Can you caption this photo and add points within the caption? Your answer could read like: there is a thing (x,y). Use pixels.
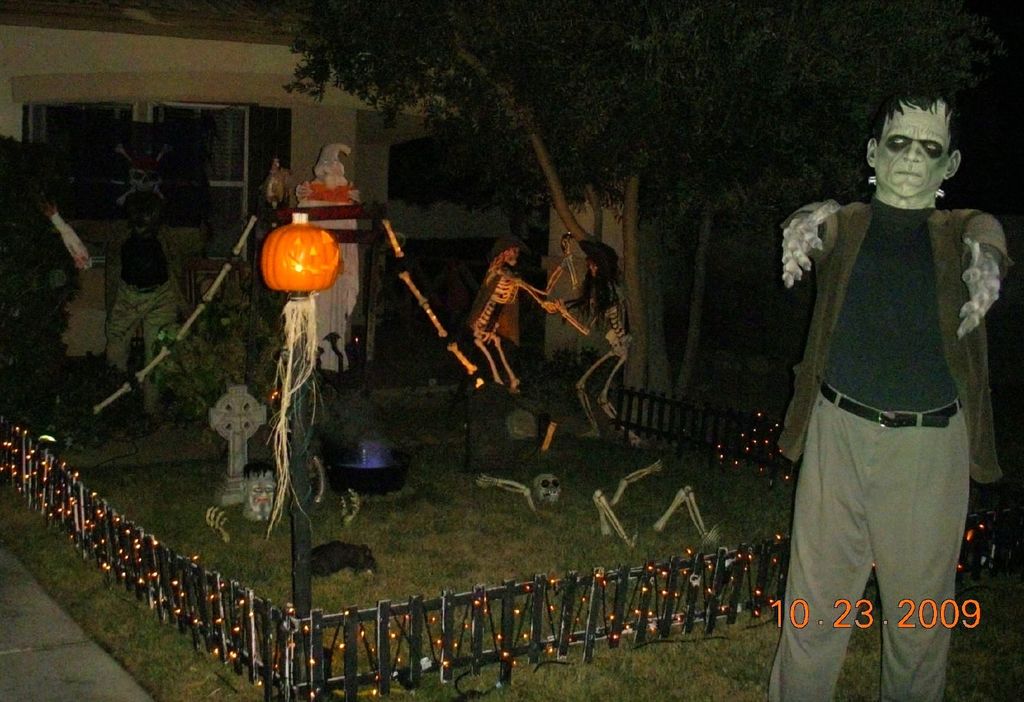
In this image there is a zombie (839,369) on the right side (913,246). Behind him there is a fence (271,634) around the ground (466,494). In the ground (583,426) there are two skeletons (528,291) holding the hands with each other. In the middle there is a pumpkin (304,250) on the pole (295,309). In the background (216,91) there is a building (188,102). There are bones (197,312) which are tied with one another are on the ground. On the right side (690,330) there is a tree (601,215). On the ground (539,502) there are bones (489,480) and skull (549,490). In the background (144,250) there is another zombie (134,260) standing in front of the building (186,52).
